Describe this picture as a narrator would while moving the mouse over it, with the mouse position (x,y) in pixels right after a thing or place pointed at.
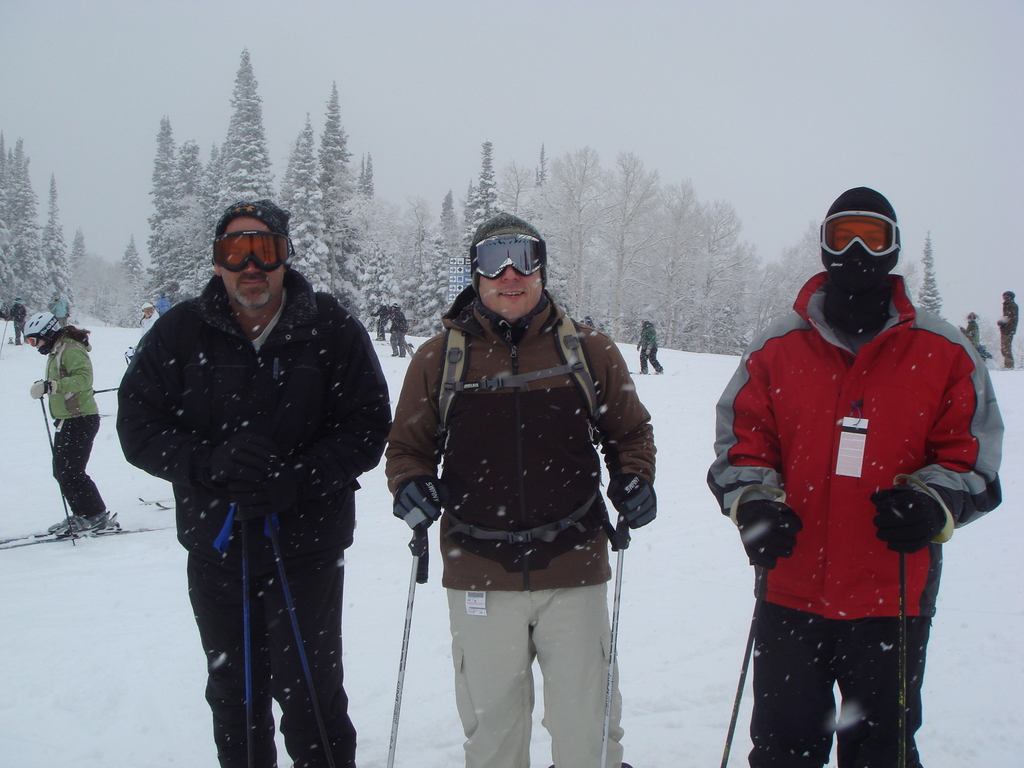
In this image there are three men (608,469) who are standing on the snow (368,557) by holding the sticks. All the three persons (874,595) are wearing the spectacles (280,247). In the background (67,381) there are few people (88,376) who are skiing on the snow (80,544). Behind them there are trees (330,133) which are covered by the snow (234,162).
